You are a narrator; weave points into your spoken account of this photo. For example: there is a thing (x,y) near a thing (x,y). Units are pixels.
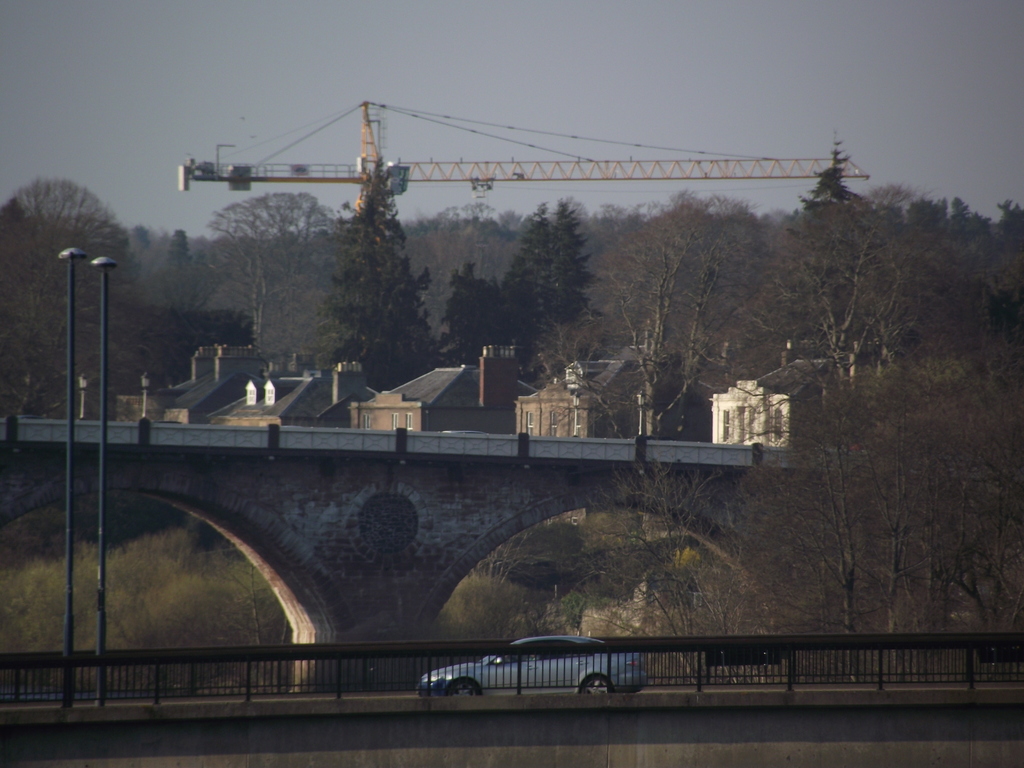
There is a fence (473,681) and a car (473,681) is present at the bottom of this image (432,691). We can see a bridge (356,482), trees (650,395), houses (472,407) and a crane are in the background (502,421) and the sky (562,77) is at the top of this image (489,106). We can see poles (100,543) on the left side of this image (71,493).
